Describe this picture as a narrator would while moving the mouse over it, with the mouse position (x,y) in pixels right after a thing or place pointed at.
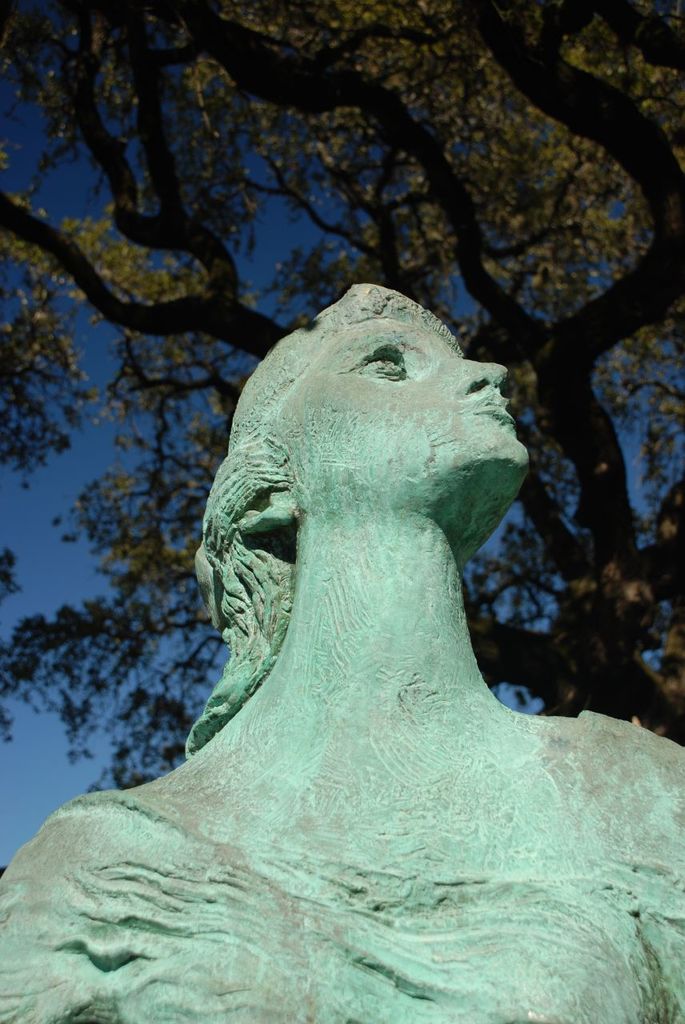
Front we can see a sculpture (456,868). Background (502,14) there is a tree (174,321). Sky (38,494) is in blue color.
